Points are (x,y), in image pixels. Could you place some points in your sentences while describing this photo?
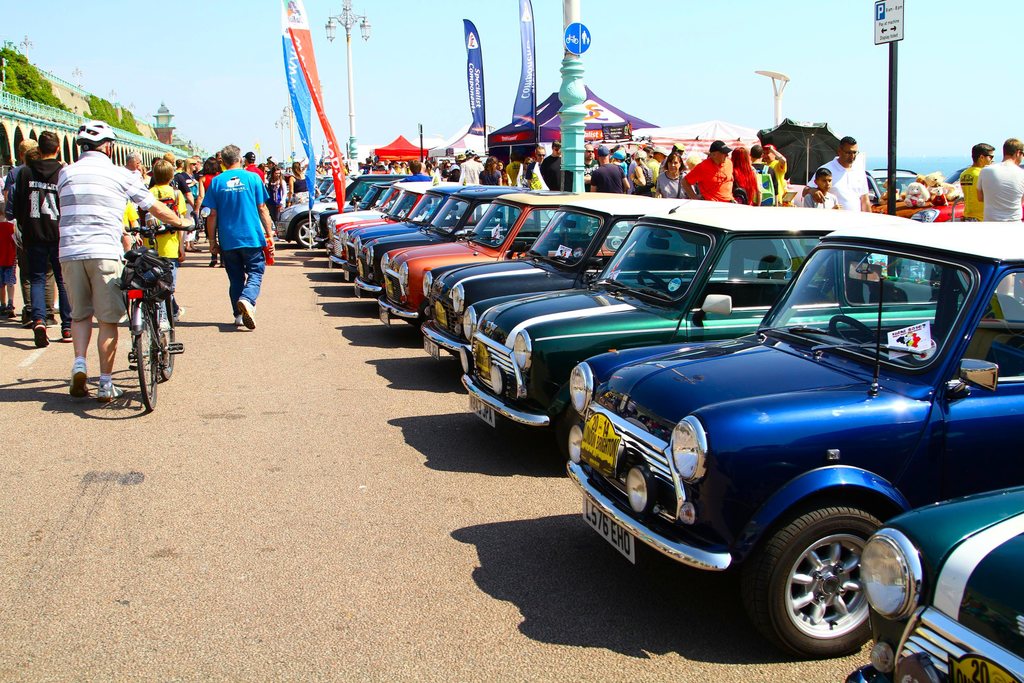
In this image there are so many cars (449,244) which are parked on the road (228,345) one beside the other. In front of them there is a road (245,337) on which there are so many people (155,161) walking on it. On the right side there are tents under which there are so many people (555,160). In between the tents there are flags (473,62) and banners (301,63). In the middle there are lights (350,20). At the top (130,38) there is sky (123,36).
